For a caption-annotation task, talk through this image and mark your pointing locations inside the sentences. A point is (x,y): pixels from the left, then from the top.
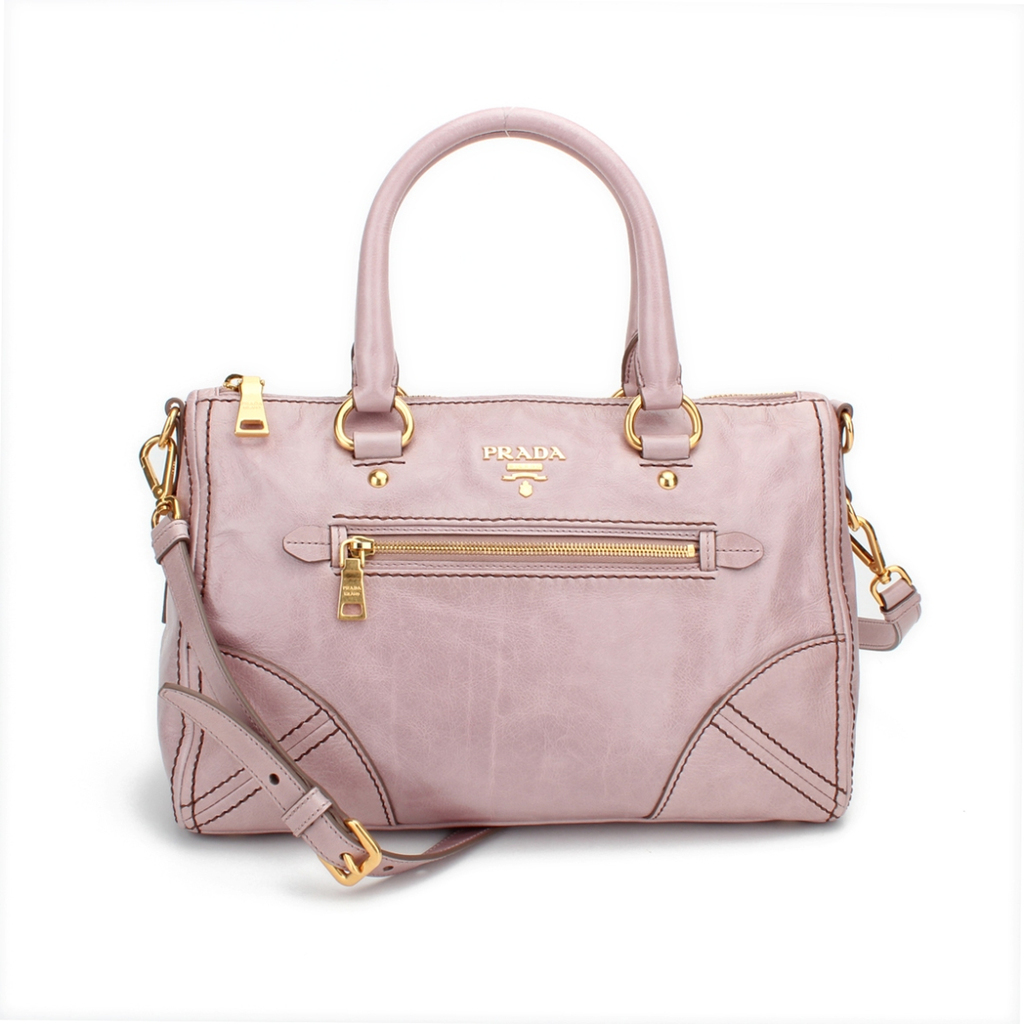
In this image i can see a pink color handbag (564,577).
